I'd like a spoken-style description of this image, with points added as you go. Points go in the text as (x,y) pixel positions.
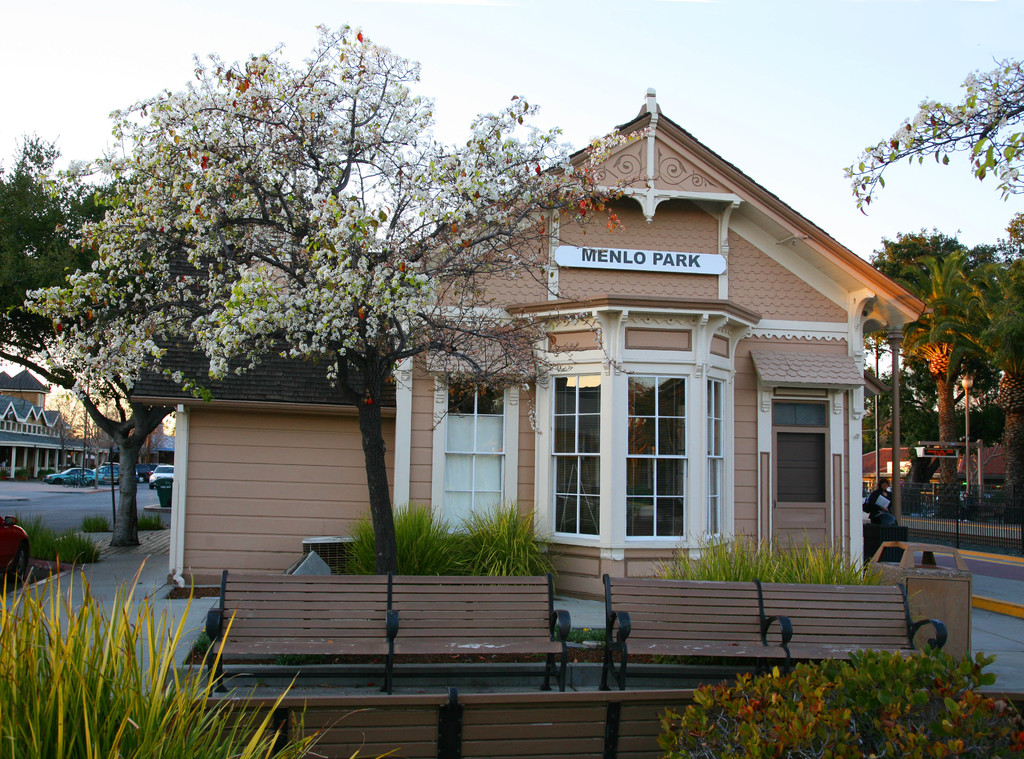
This image is clicked outside. There are trees (290,325) in the middle (346,322). There is a building (535,512) in the middle (341,411). There are benches (552,664) at the bottom (338,751). There are bushes (37,679) at the bottom (129,748). There are cars (14,537) on the left side (65,474). There is sky (481,83) at the top (279,32).
